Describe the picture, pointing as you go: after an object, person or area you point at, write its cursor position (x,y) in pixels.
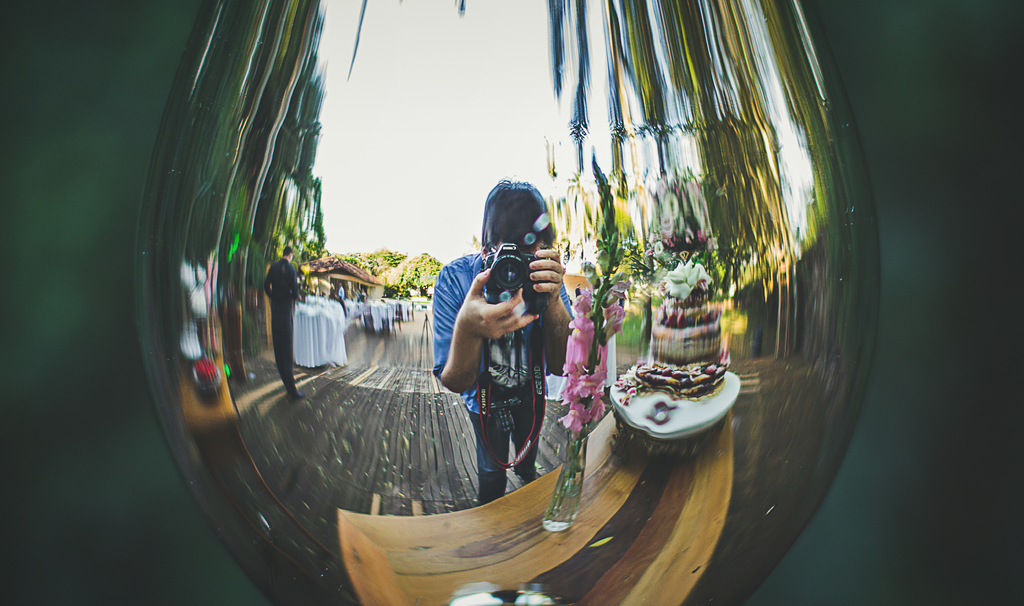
In this image I can see a person (509,308) holding a camera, the person (495,303) is wearing blue shirt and blue pant (500,456). I can also see the cake (702,323) in multi color, background (249,226) I can see few persons (284,320) standing, trees (259,211) in green color and the sky (423,144) is in white color.
